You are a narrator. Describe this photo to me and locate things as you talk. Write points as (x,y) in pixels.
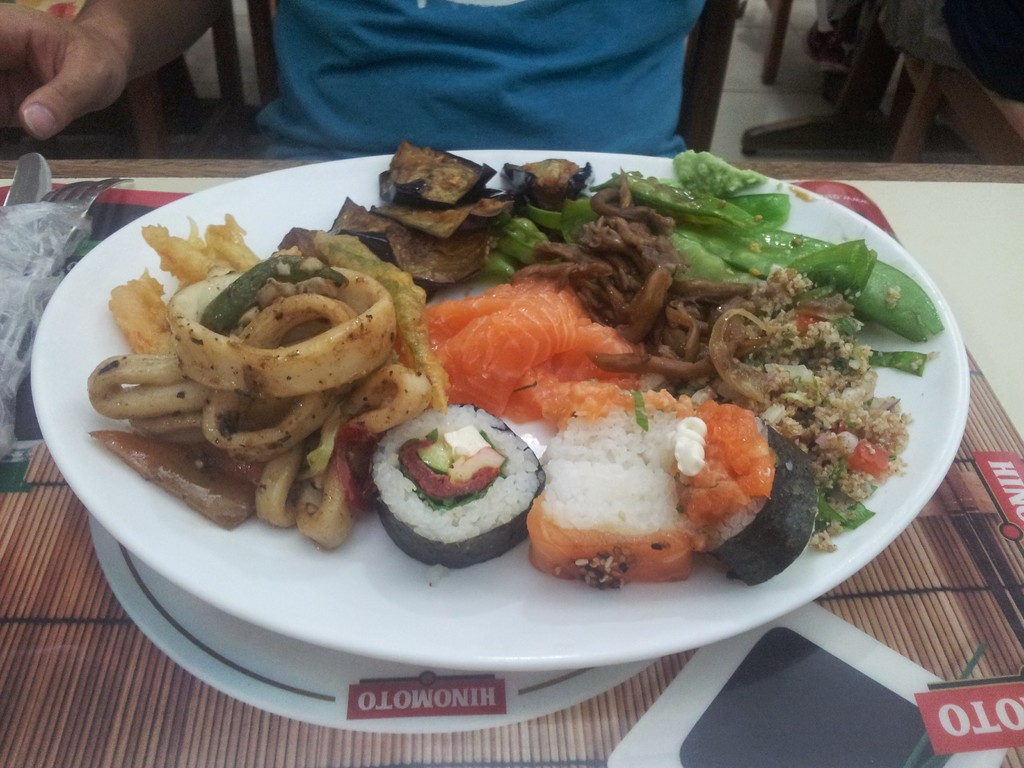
In front of the image there are food items (453,238) on a plate (109,256). Beside the plate (90,271) there is a fork (82,197), knife (27,165) on the table (983,219). Behind the table (79,163) there are people (538,81) sitting on the chairs (958,75).
